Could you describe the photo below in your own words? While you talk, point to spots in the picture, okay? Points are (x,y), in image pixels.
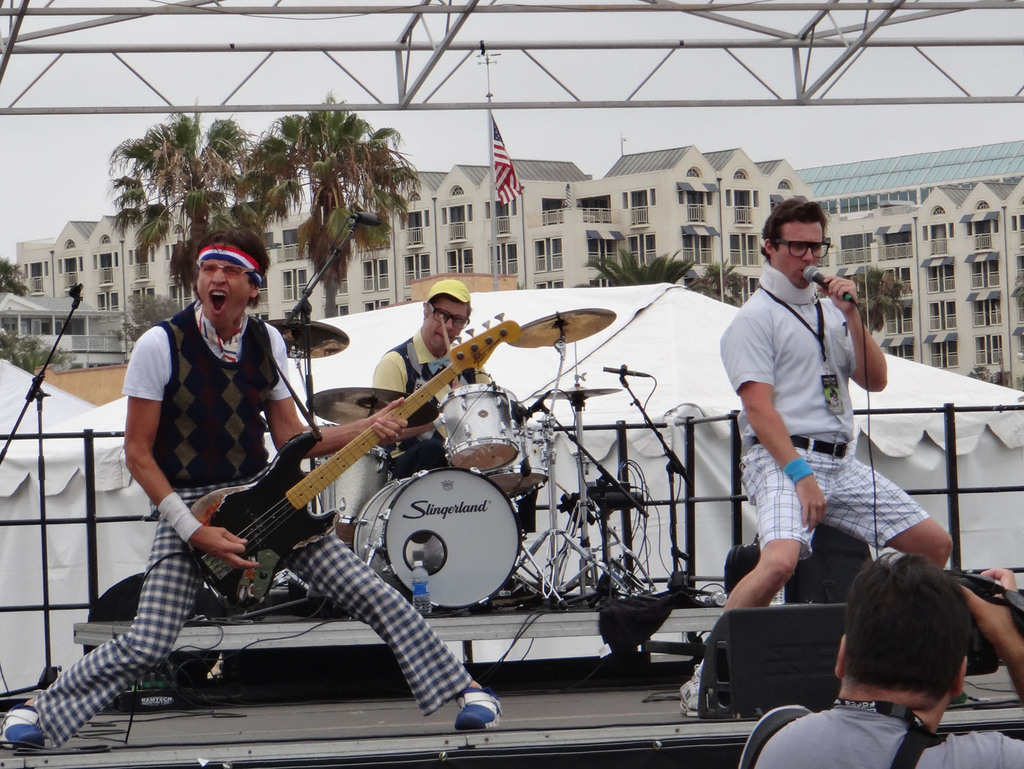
On the background (635,135) we can see sky (896,84), huge buildings (617,199), trees (412,175). This is a flag (502,188). Here we can see a man (810,309) holding a mike (819,282) in his hand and singing. This man (271,335) is holding a guitar (315,487) in his hand (229,548) and playing and singing. We can see this man (423,362) playing drums (444,468) here. Beside to them there is a tent (506,362) in white colour. In Front (875,742) portion of the picture we can see one man (868,601) recording.
